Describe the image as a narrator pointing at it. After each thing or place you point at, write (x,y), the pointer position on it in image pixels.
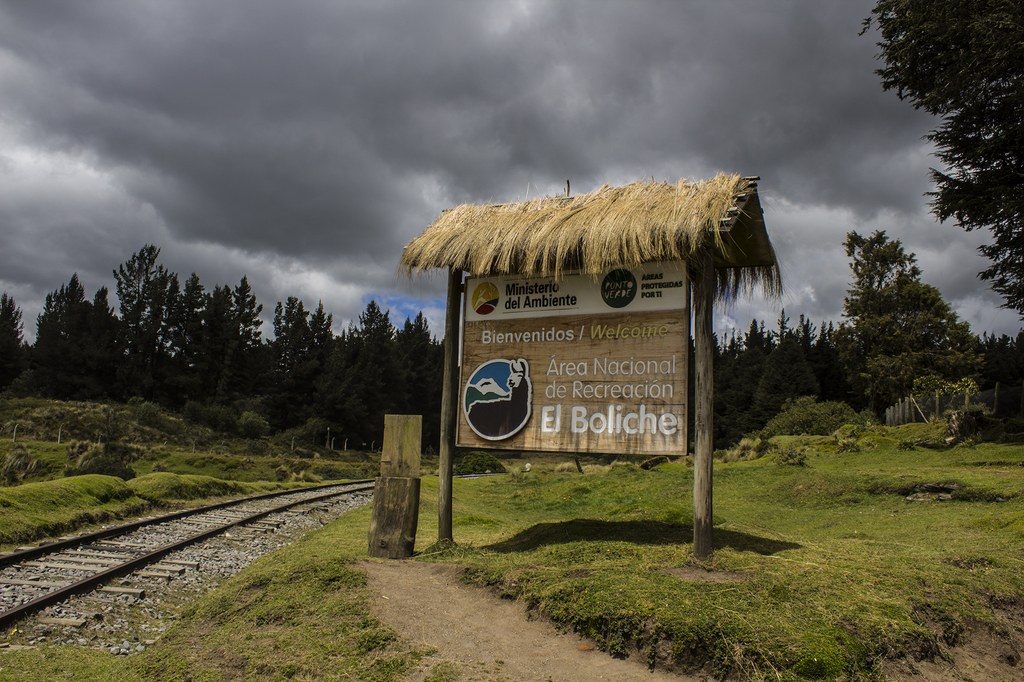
In this picture we can see a railway track (278,521), beside this railway track (291,509) we can see a board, wooden object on the ground (433,519) and in the background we can see trees (1016,31), sky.
